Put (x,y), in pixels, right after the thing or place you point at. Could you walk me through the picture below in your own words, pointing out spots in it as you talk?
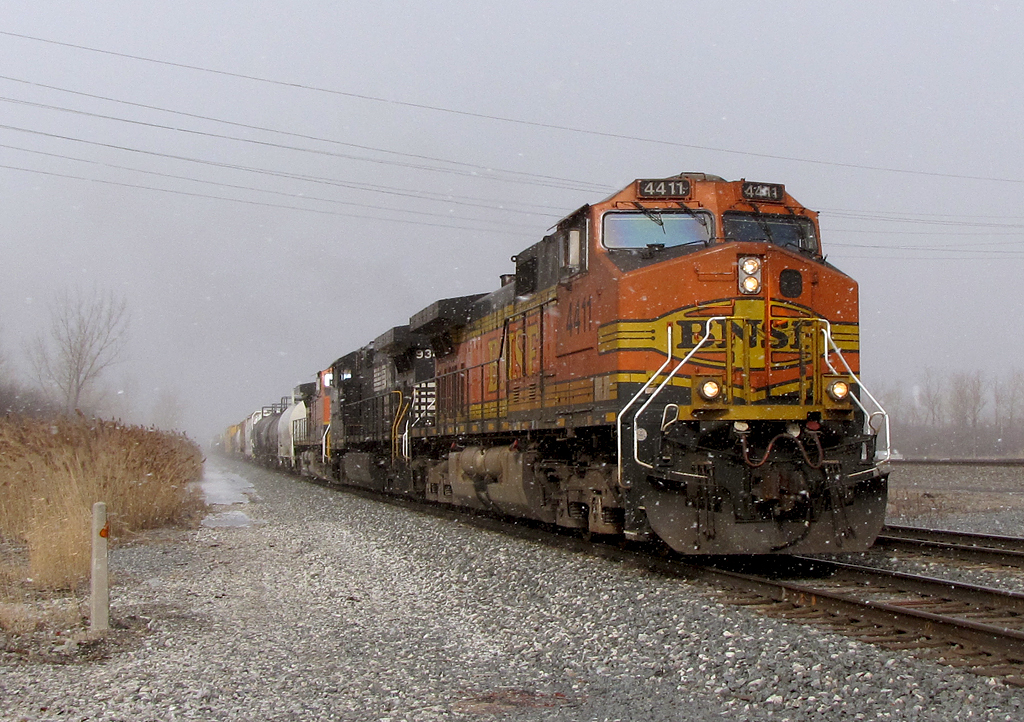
In this image we can see a train (699,421) is moving on a railway tracks (890,606). Left side of the train (574,489) dry grass (112,461) is present. The sky (502,136) is in white color.
